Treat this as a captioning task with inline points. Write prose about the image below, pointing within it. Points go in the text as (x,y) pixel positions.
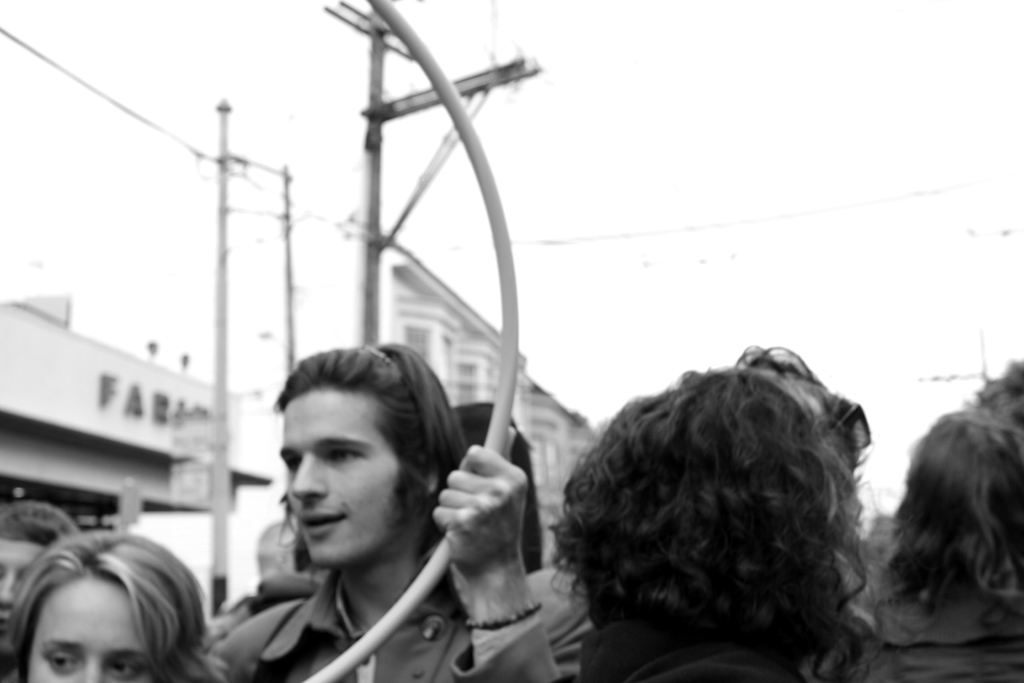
This is a black and white image where we can see the buildings (151,424), poles (361,331), wires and people (578,559). At the top of the image (720,71), we can see the sky (803,107). At the bottom of the image (432,588), we can see a man (430,509) is holding an object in his hand (457,538).
